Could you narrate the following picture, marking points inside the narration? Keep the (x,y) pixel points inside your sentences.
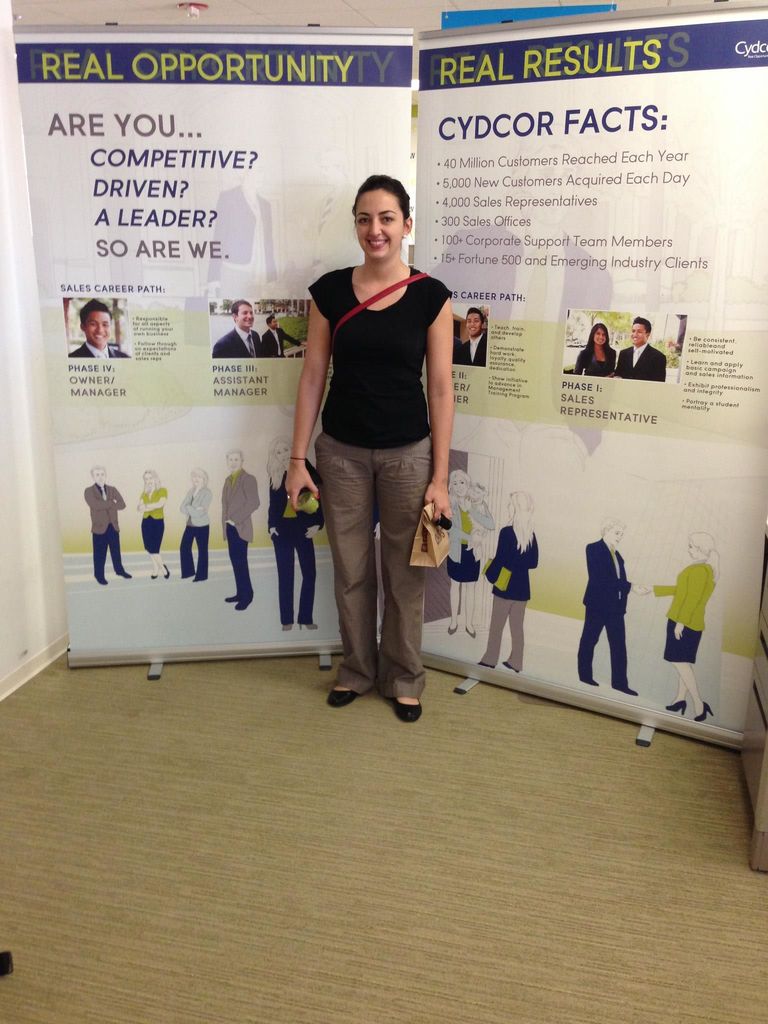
In this image there is a woman (385,344) standing and smiling, and in the background (565,475) there are boards (565,475).
